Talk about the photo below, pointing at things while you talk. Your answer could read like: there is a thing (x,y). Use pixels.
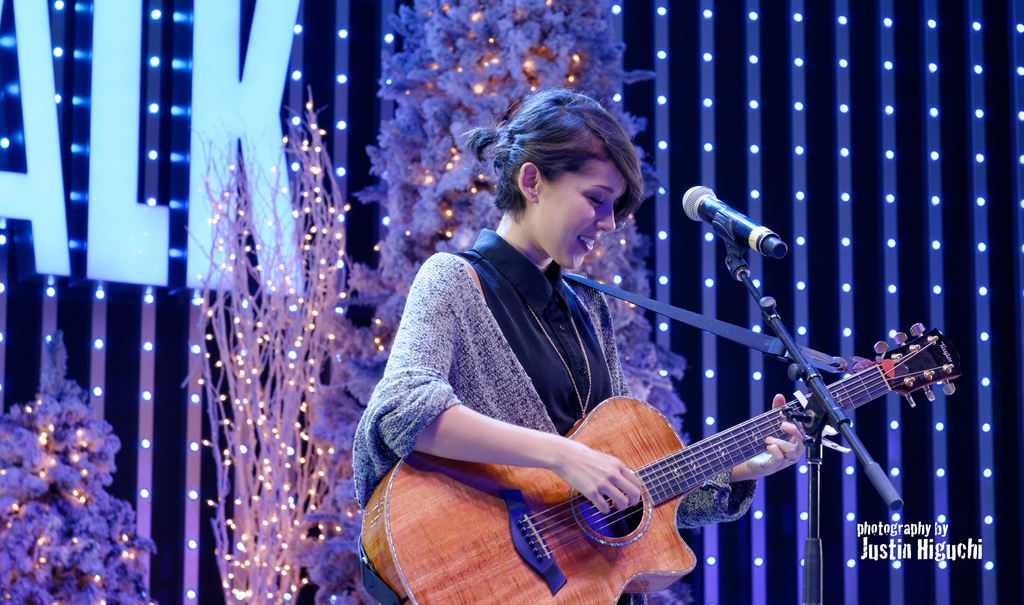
In this picture we can see a woman (561,228) holding and playing a guitar (651,411) in front of microphone (733,234) and also we can a mic stand (822,456) here, in the background (399,215) we can see a tree (444,158) with lights (430,177) and also we can see some serial lights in the background (153,162).
